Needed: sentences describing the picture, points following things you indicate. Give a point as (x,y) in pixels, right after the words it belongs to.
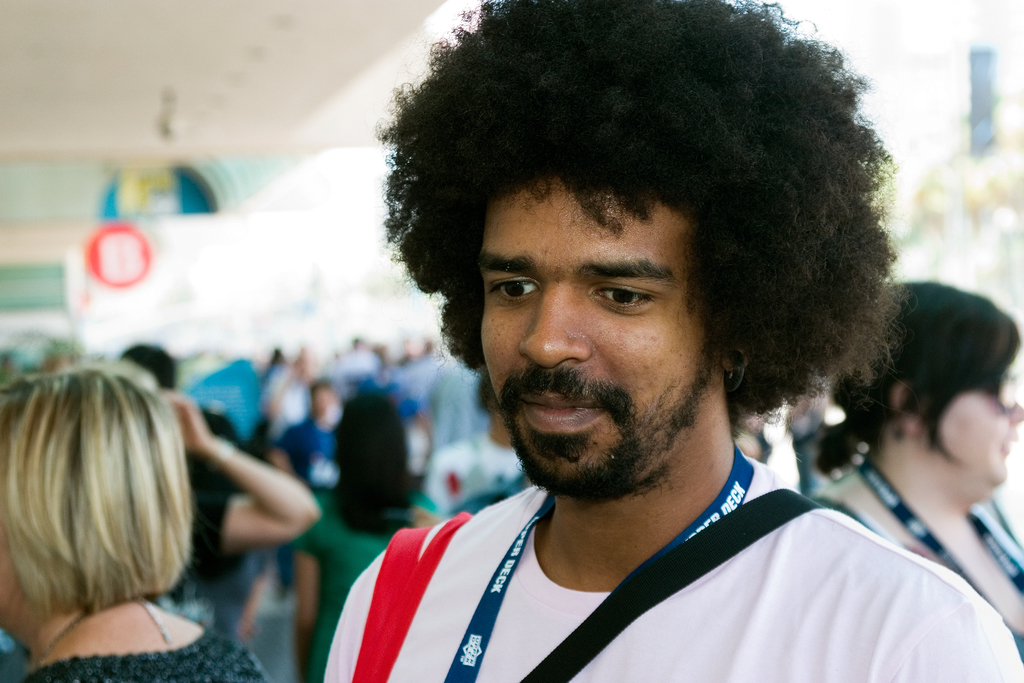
In the image a man (727,169) is standing and smiling. Behind him few people (103,645) are standing. At the top of the image (292,127) there is roof (344,6).
